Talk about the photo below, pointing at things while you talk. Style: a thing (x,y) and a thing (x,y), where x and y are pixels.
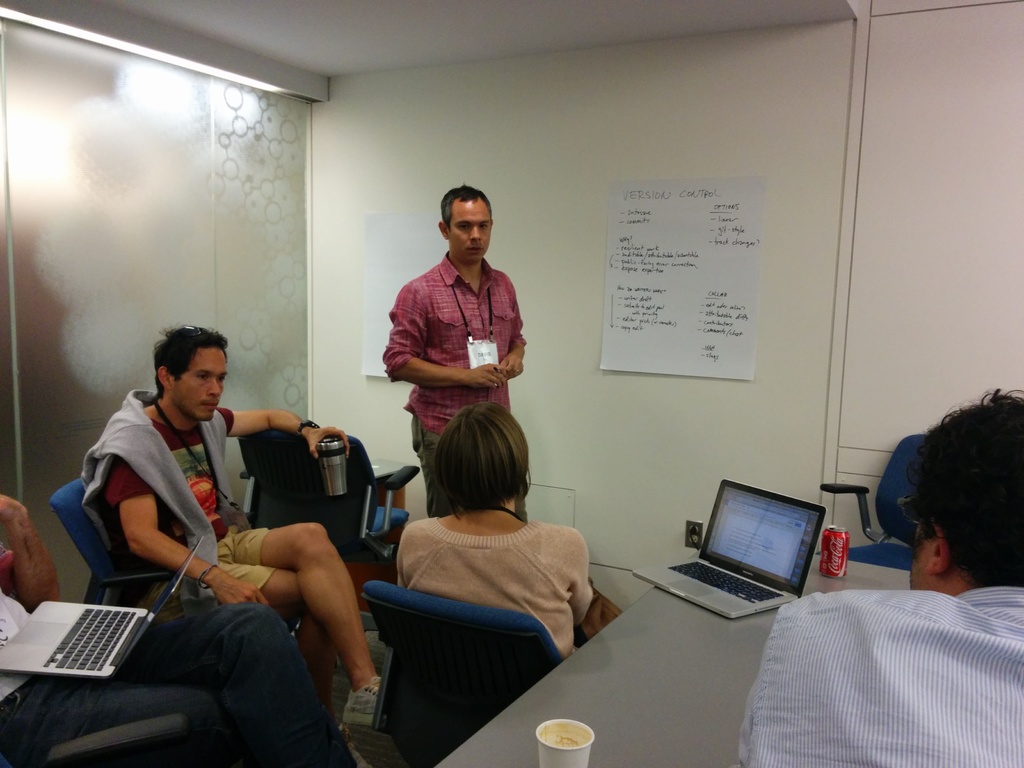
In this image in front (626,685) there is a table (702,666). On top of it there is a laptop (800,564), cup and a coke tin (836,528). On the right side of the image (849,675) there is a person (941,587). In front of him there is a chair (888,473). On the left side of the image (188,506) there are people (269,599) sitting on the chairs (75,497). In the background of the image (709,285) there are papers (760,233) attached to the wall (618,112). In front of the wall (549,313) there is a person (479,288). On the left side of the image (157,172) there is a glass wall (177,204). On top of the image (158,48) there is a light (254,80).
